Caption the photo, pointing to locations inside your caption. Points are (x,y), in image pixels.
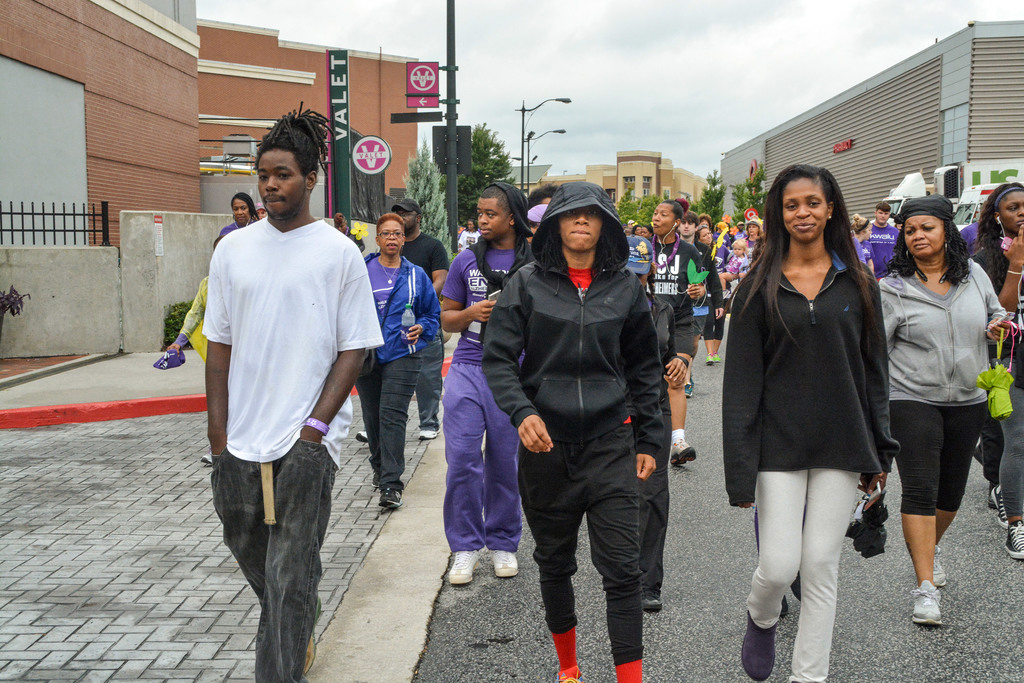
In this picture there are group of people (716,281) walking on the road (552,648) and we can see vehicles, wall (96,275), fence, boards (376,161) and lights (541,106) on poles (457,207). In the background of the image (93,149) we can see buildings (107,138), trees (436,205) and sky (703,71).
